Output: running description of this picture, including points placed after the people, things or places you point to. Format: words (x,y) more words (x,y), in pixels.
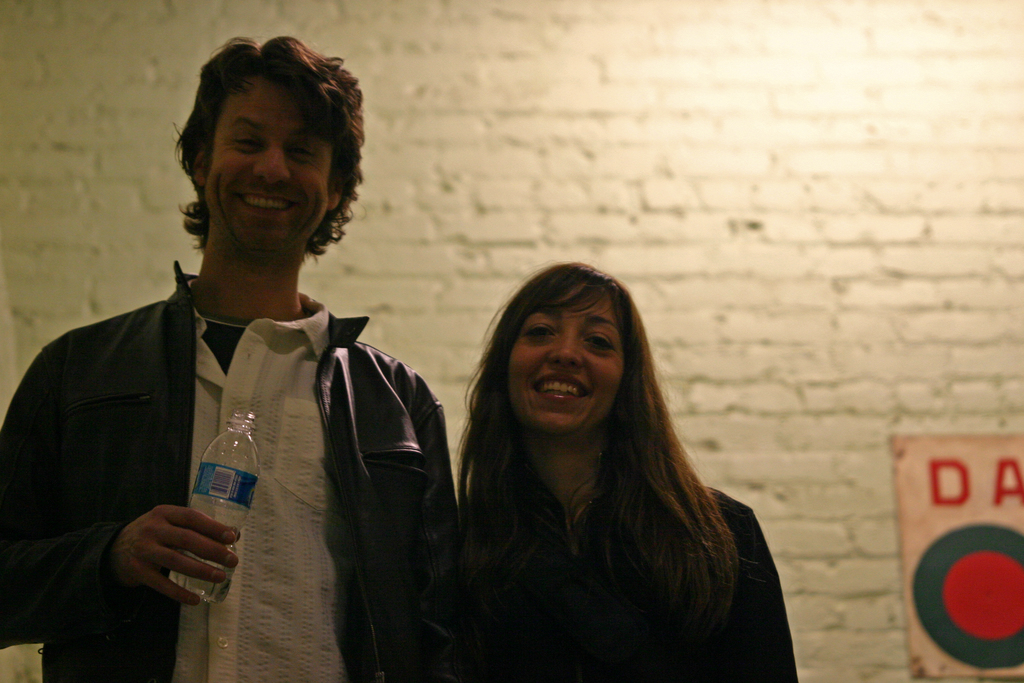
There is a man (289,591) and woman (598,583) standing. Man (183,506) is holding a water bottle (213,499) and he is wearing leather jacket (81,430). Woman (656,502) is standing and smiling. At background (794,541) there is a white colored wall (783,381) and some sticker (937,523) is attached to the wall (815,431).
